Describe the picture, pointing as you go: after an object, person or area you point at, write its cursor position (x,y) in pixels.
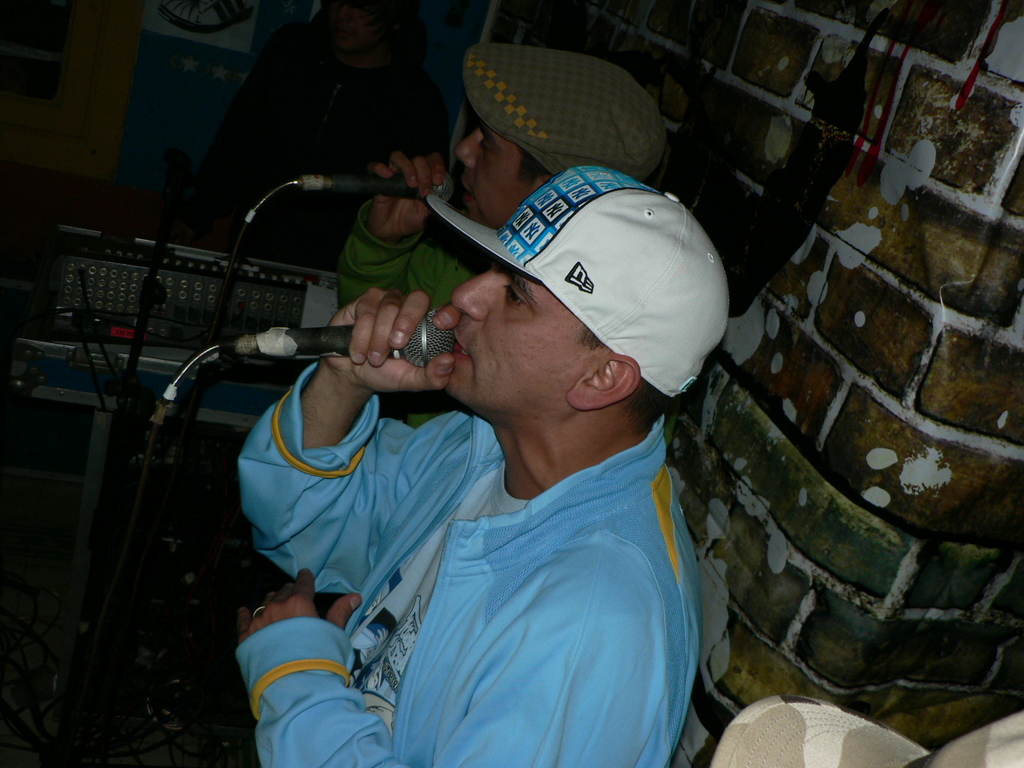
In this image I can see two persons (375,221) standing in front of the microphones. In front (587,660) the person (413,381) is wearing blue and white color dress (568,662). In the background (811,270) the wall (813,269) is in brown and white color.
